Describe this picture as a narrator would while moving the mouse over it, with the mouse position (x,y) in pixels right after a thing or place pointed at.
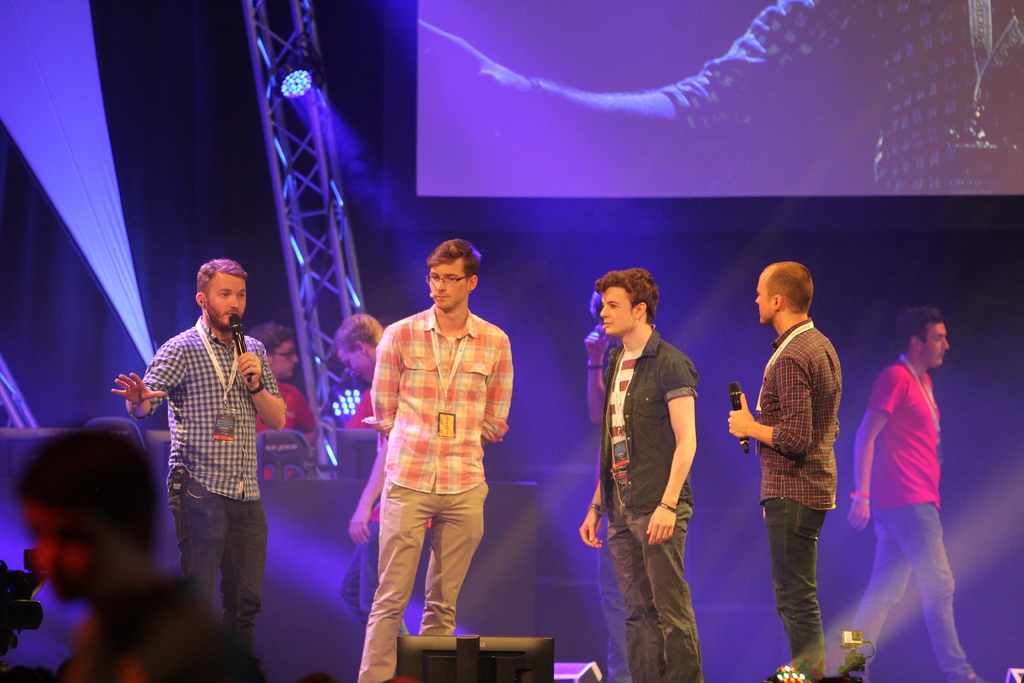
In the center of the picture (479,383) there are people (453,490) standing on the stage (314,642). At the bottom (465,642) there are desktop (516,659), camera (851,643), person (132,562) and other objects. In the background (364,341) there are people (373,352), lights (347,394) and other objects (329,198). At the top (712,87) there is a projector screen (540,138).
